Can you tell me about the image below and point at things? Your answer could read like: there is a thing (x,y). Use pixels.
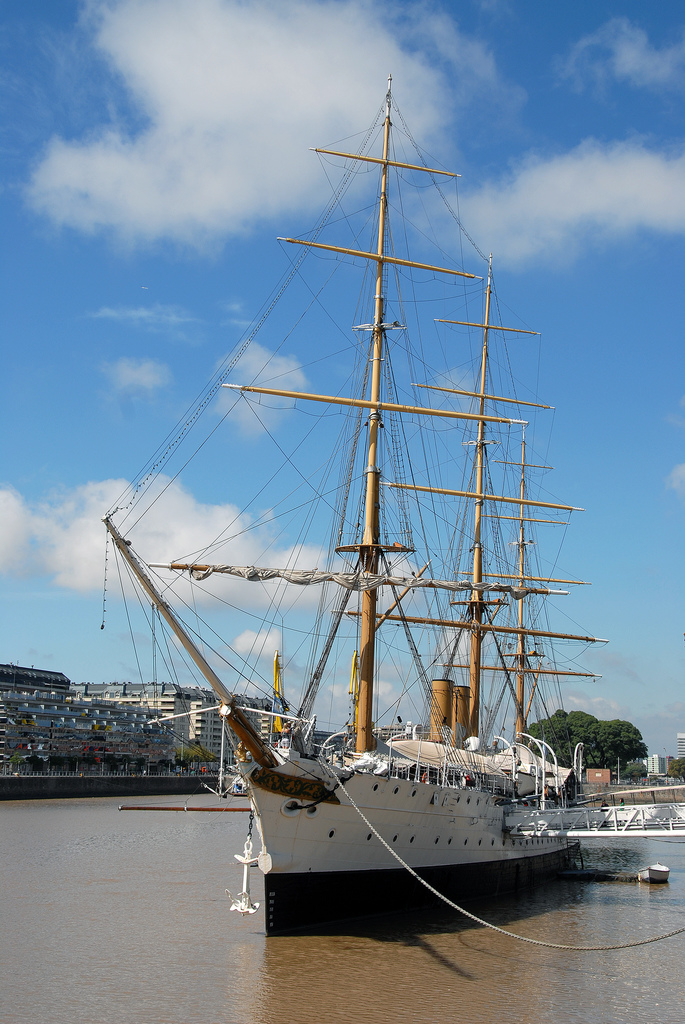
Here I can see a ship (379,815) on the water (146,946). In the background (141,718), I can see many buildings (127,735) and trees (575,720). At the top of the image (599,295) I can see the sky (594,303) and clouds (582,206).
